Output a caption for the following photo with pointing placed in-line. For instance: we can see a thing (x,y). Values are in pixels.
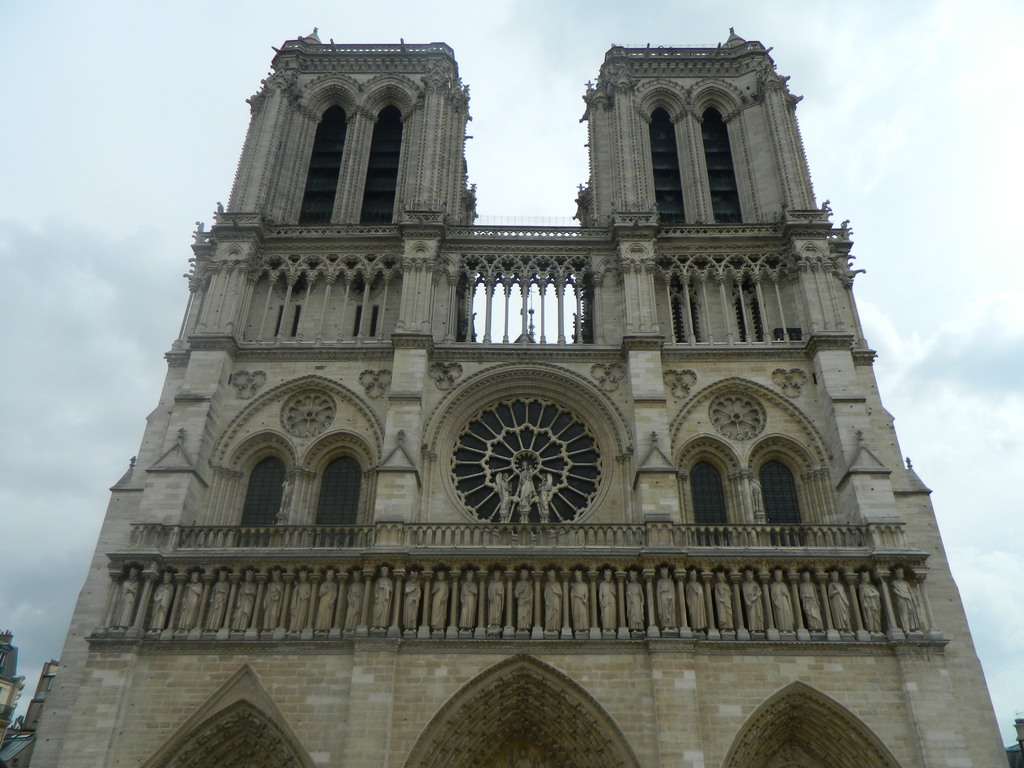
In this image I can see a building (609,525) which is cream, brown and black in color. I can see few statues (529,465) on the building (565,504). In the background (51,664) I can see few other buildings (14,661) and the sky (893,166).
